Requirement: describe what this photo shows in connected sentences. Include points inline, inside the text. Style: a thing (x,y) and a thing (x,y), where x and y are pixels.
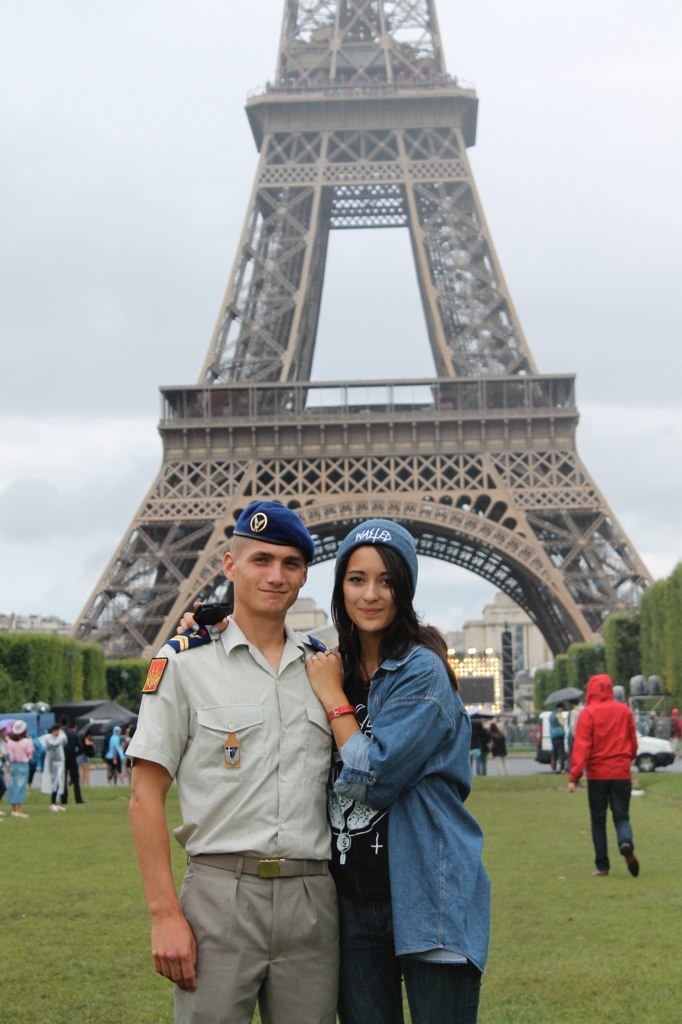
In this picture, in the middle (288,681), we can see two people (320,716) man (252,688) and woman (394,749) are standing on the grass (608,920). On the right side (598,823), we can see a man (633,855) wearing a red color jacket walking on the grass (649,907). On the left side (110,742), we can see group of people (14,732) standing on the grass (33,864). In the background (667,639) there are some buildings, tower (515,597), plants (645,650), trees (67,636) and group of people (501,733). On the top (640,155), we can see a sky (608,202) which is cloudy, at the bottom (581,806), we can see grass (543,920).
